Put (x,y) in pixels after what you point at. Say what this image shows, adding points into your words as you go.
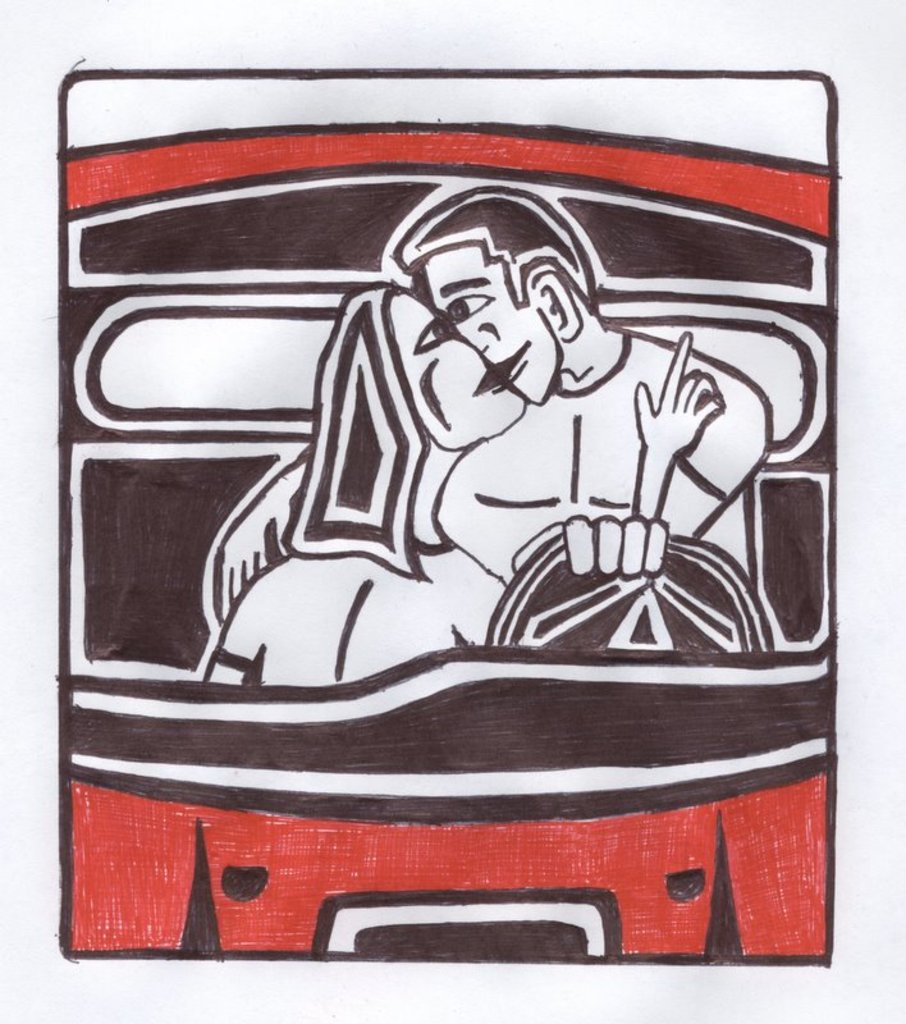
There is a poster (407,731) having animated image which is having two persons (586,257) sitting on the seats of a vehicle (768,329).
